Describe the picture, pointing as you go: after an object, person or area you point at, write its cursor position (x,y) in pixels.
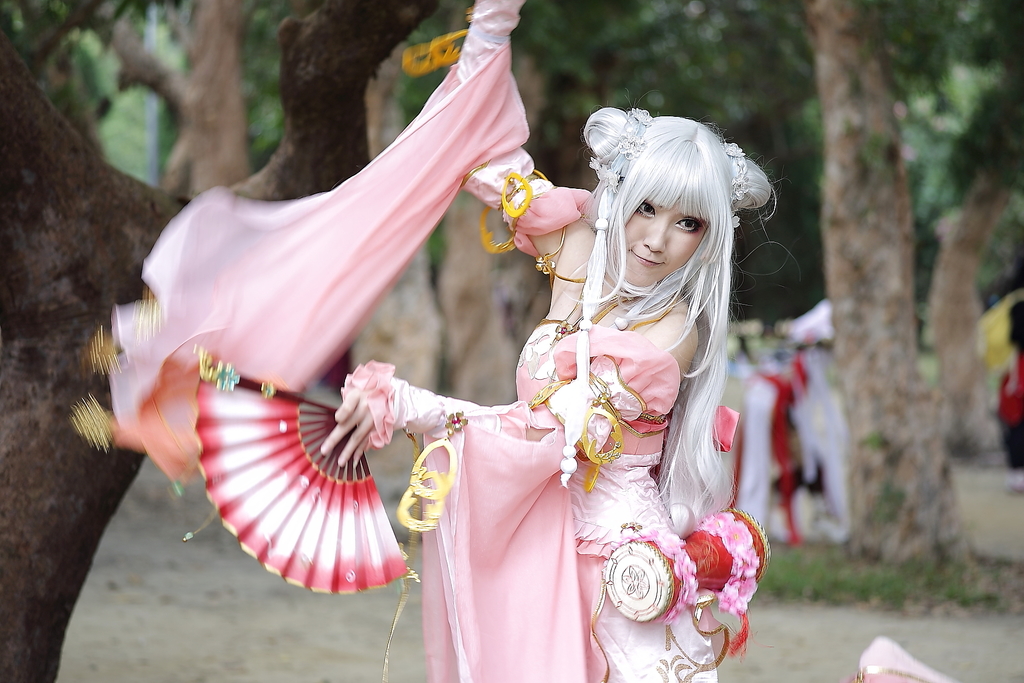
In this picture, we see a woman (498,187) in the pink costume (628,343) is standing and she is holding a hand fan (372,507) in her hands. I think she is dancing. Behind her, we see the clothes (765,409) in white and red color. On the left side (80,480), we see the stem (55,450) of a tree (69,360). On the right side (1004,371), we see a person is standing and we see a cloth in yellow color. At the bottom (1006,475), we see the road (316,611). There are trees (866,204) in the background (866,204) and this picture is blurred in the background (811,321).
